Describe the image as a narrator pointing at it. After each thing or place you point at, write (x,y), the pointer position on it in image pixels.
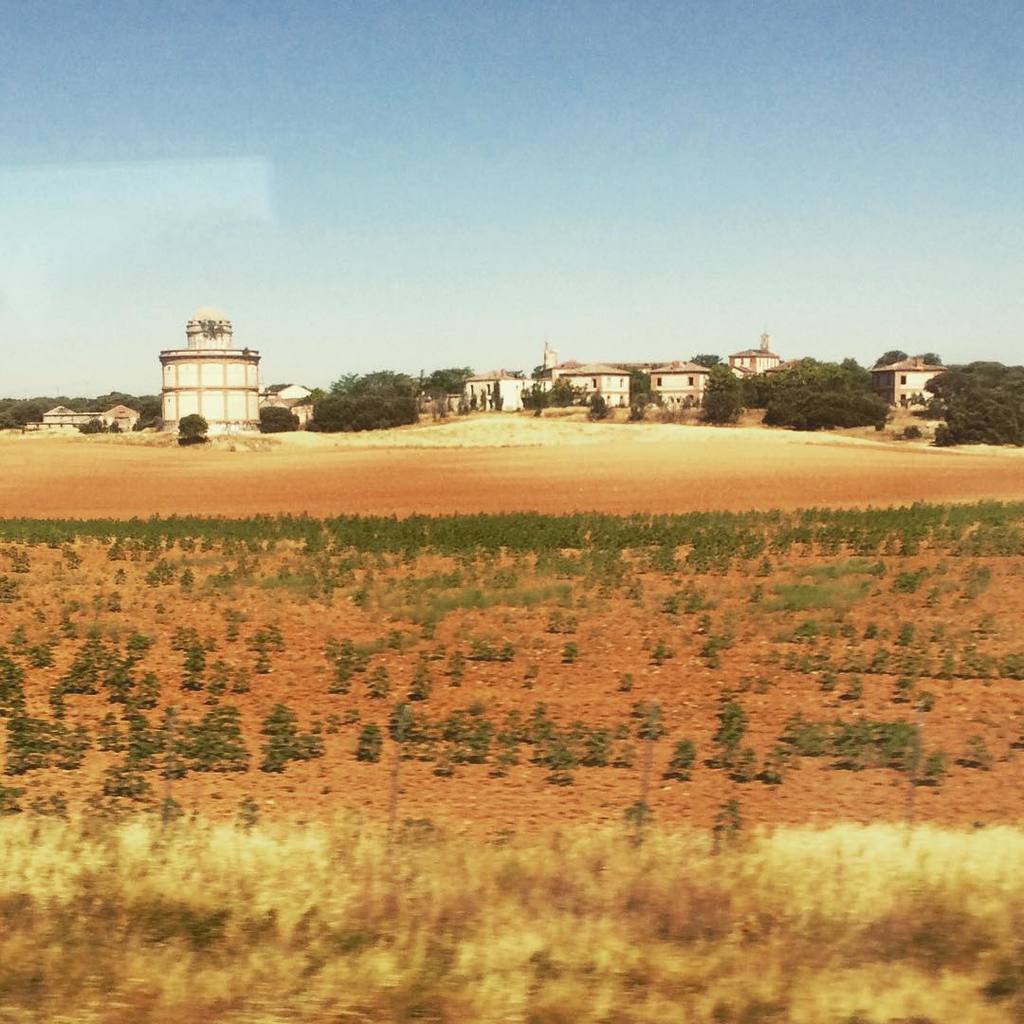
In this picture we can see there are plants (366,534), trees (338,414), buildings (307,414) and an architecture (186,378). Behind the buildings (574,362) there is the sky (454,183).
